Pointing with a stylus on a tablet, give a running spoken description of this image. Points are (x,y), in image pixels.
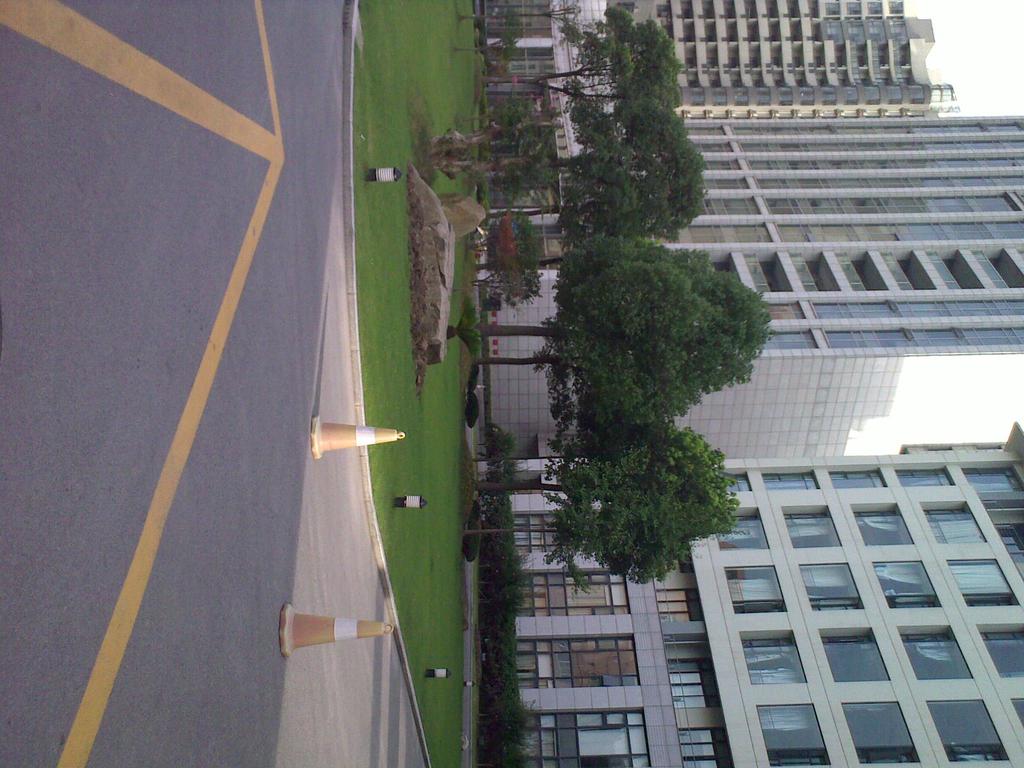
Here in this picture we can see buildings (917,265) with number of windows (595,720) present over a place and we can see some part of ground (408,635) is covered with grass (364,97) and in the middle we can see rock stones (446,225) present and we can also see plants (506,497) and trees (561,483) present on the ground (400,459) and in the front (365,447) we can see traffic signal cones (333,431) present on the road (338,581).
